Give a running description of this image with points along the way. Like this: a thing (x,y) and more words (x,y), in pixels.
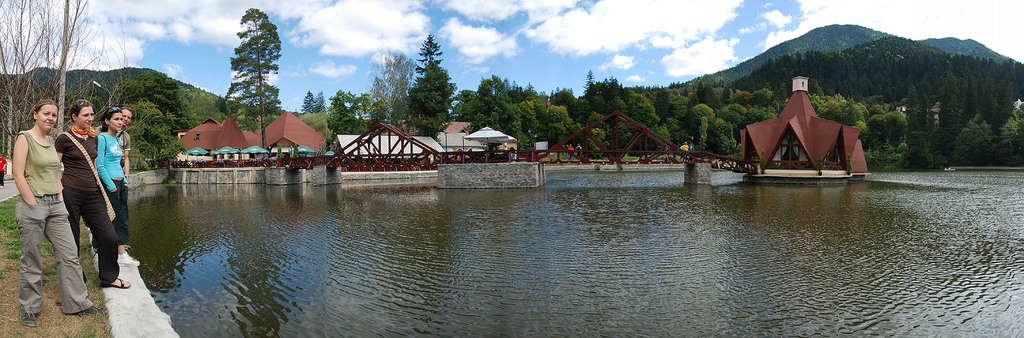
On the left side (42,176) we can see few persons (37,247) are standing on the ground (51,316) and we can see trees (56,81) and a person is standing on the road (5,185). In the background (353,139) there are tree (315,116), metal objects (402,166), houses (302,133), few persons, bridge (484,161), water (609,230), mountains (44,73) and clouds (294,6) in the sky (282,86).
